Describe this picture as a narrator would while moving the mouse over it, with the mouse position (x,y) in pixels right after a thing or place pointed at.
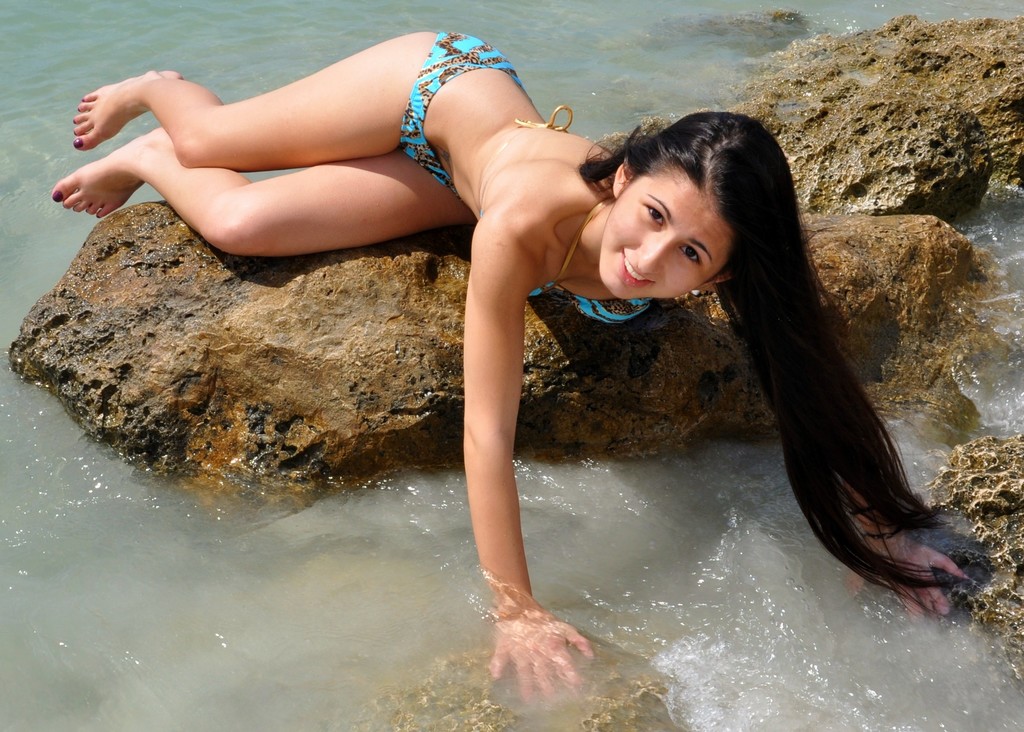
In this picture I see a woman (206,209) in front (404,164) who is wearing a bikini (407,150) and I see that she is on a rock (931,323) and I see few more rocks (976,122) around her and I see the water (444,558).
